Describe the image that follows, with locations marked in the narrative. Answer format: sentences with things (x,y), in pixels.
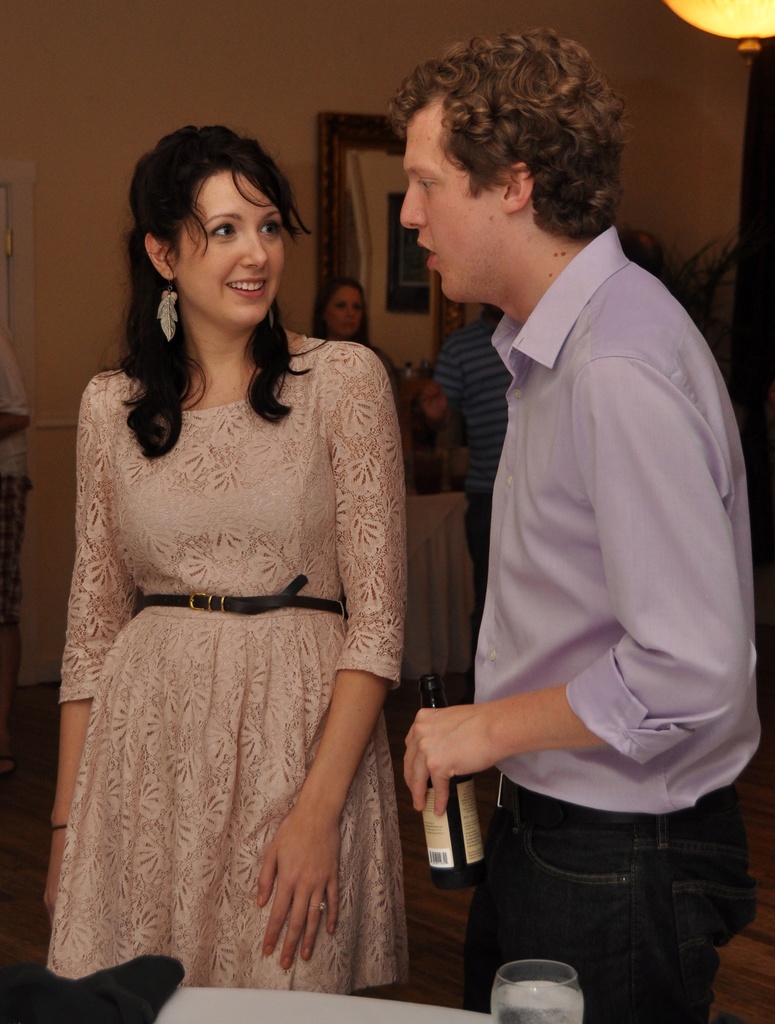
In this picture I can see there are two persons (193,392) talking with each other and there is a man (572,751) and a woman (268,489), the man (513,713) is holding a beer bottle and there are other people (449,349) in the backdrop (486,311).
